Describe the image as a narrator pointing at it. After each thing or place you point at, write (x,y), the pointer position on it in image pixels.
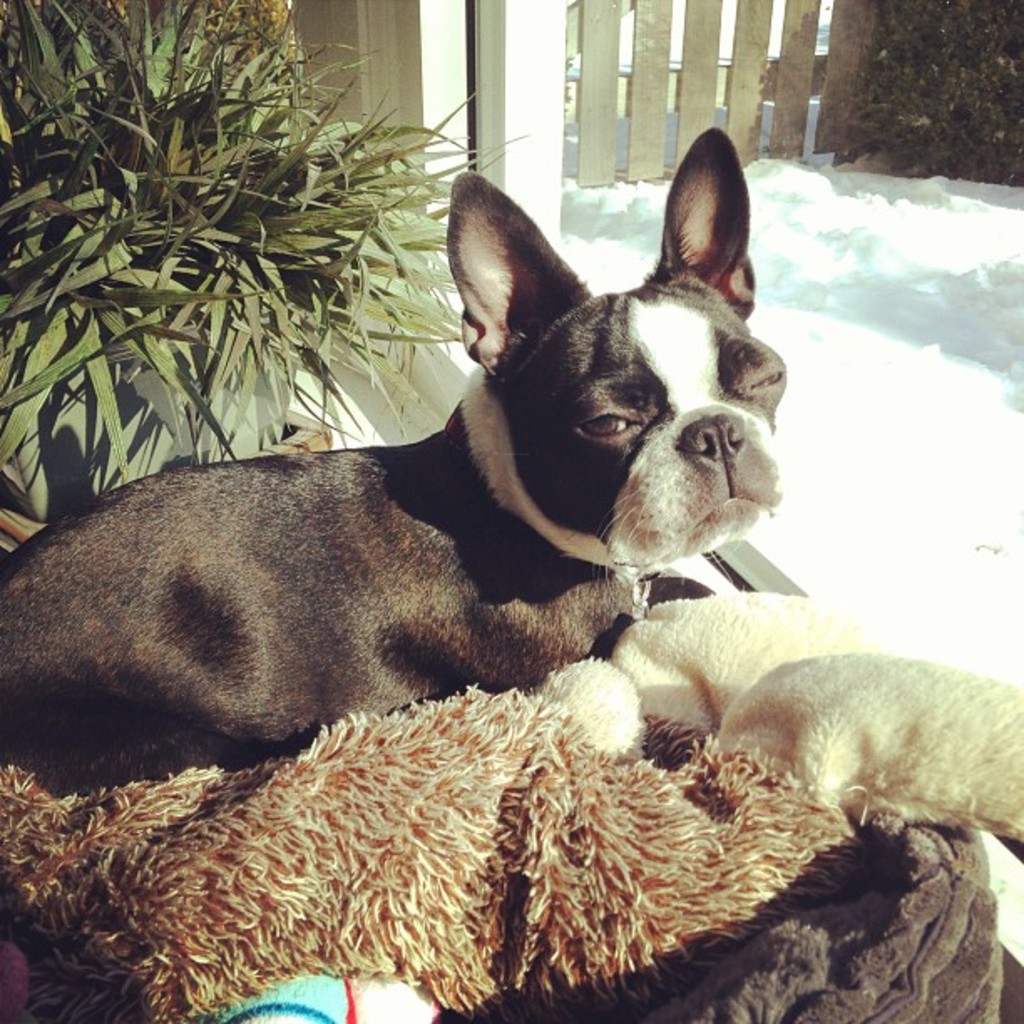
In a given image I can see an animal (495,398), plant (158,51) and fence (801,61).
